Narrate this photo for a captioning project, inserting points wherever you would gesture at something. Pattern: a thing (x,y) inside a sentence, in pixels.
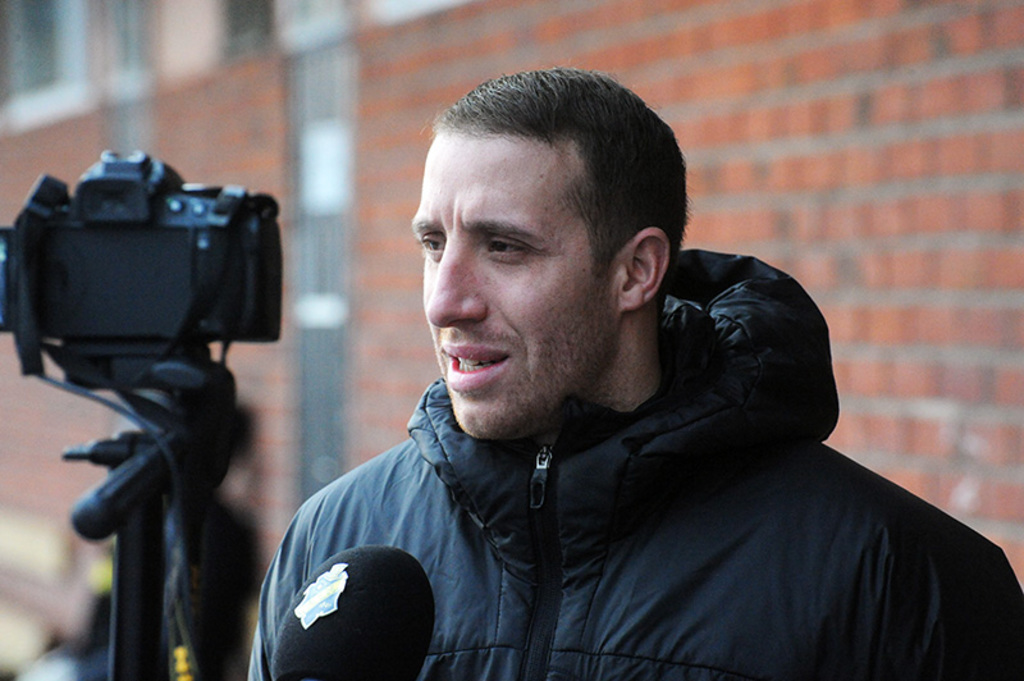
In the foreground of this picture (549,535), there is a man (580,664) in black jacket (578,654) and there is a mic (399,632) in front of him. In the background (224,268), there is a camera (165,308) to the stand (162,349) and a wall (215,113).
